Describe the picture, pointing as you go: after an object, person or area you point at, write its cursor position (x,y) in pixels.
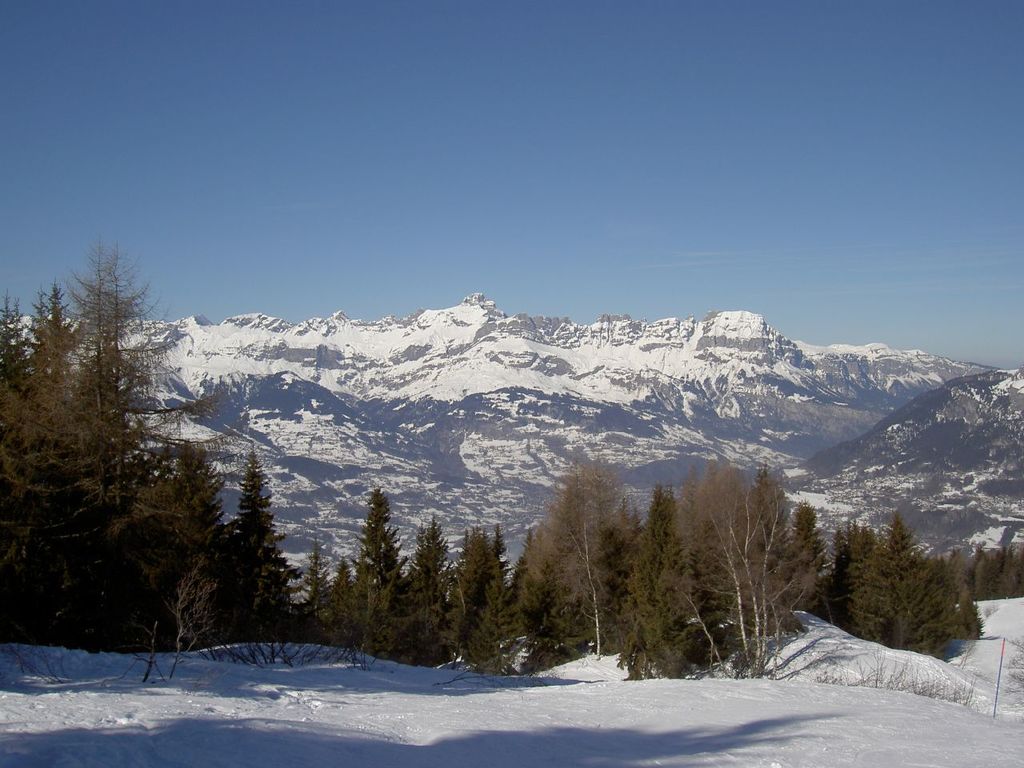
In this image in the center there are some trees (510,604), and at the bottom (483,703) there is a snow (405,689). In the background (405,428) there are some mountains (851,430), and on the top of the image (510,223) there is sky (586,223).
